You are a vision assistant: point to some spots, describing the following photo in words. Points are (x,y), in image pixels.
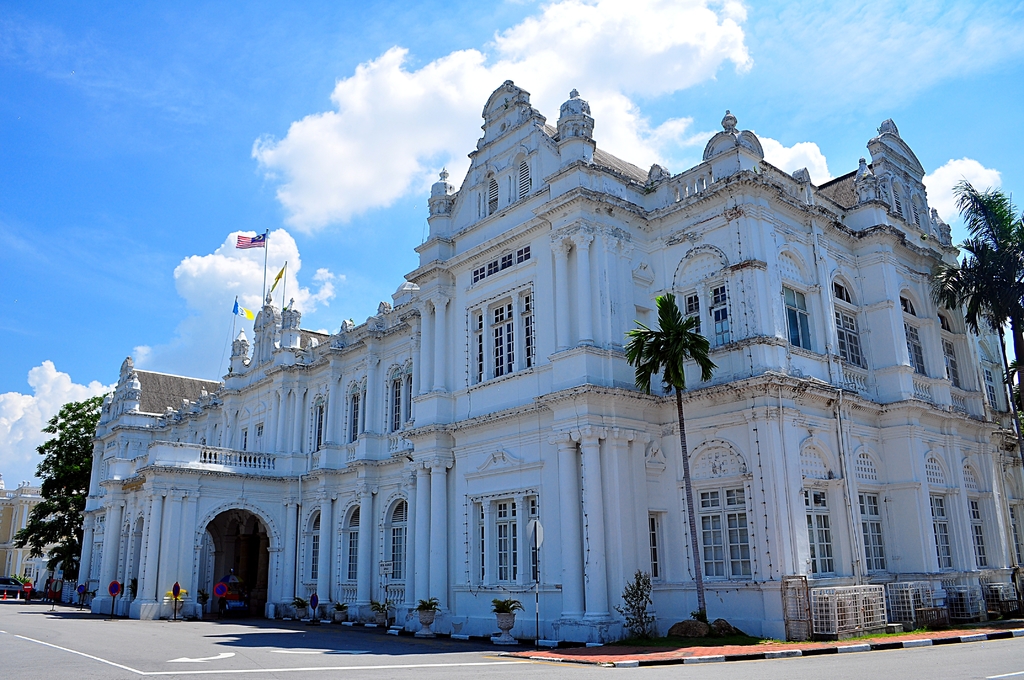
In the foreground (62,622) it is road (141,654). In the center of the picture (678,359) there are palm trees (644,376), trees (64,528), plants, windows (395,509) and flags (234,309) and building (397,380). In the left (15,533) there is a building (6,504). Sky (234,106) is sunny.
